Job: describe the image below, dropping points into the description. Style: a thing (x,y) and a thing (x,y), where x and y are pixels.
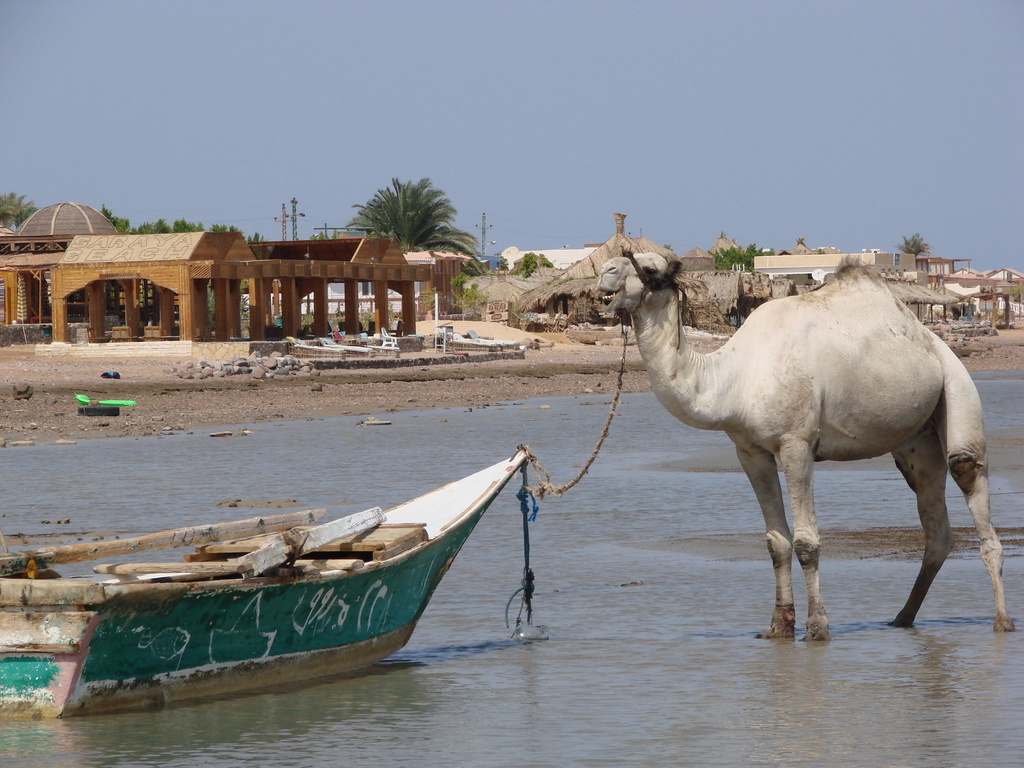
There is a camel (756,379) tied on boat (212,605). This is water (504,696). In the background (58,171) we can see houses (206,289), stones (946,322), trees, poles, and sky (493,153).
